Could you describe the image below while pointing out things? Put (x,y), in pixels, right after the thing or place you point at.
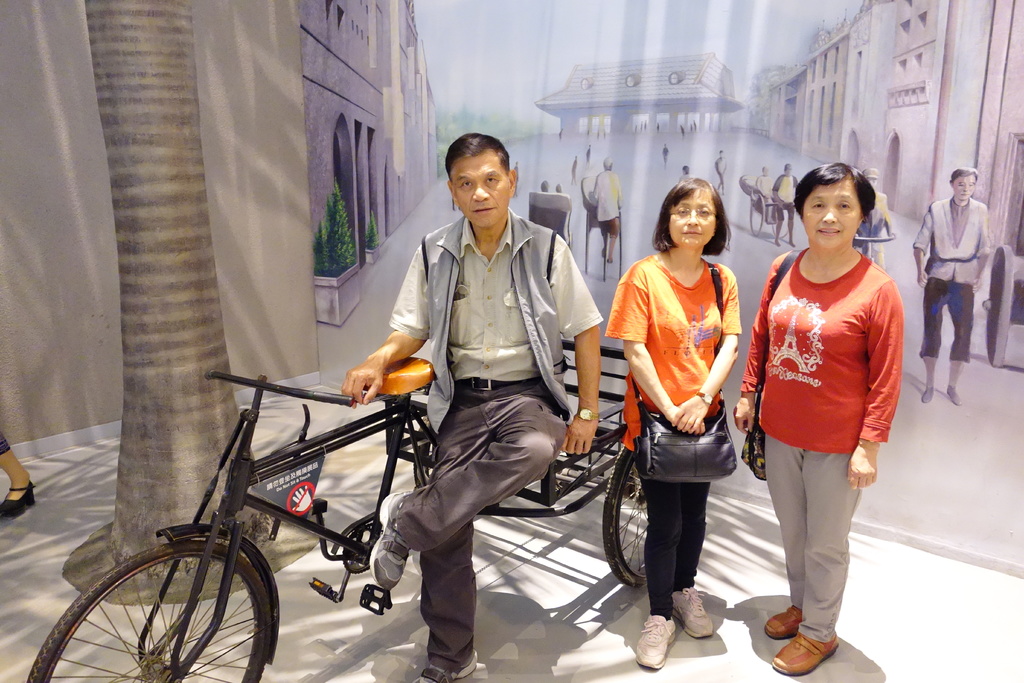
In the center of the image (429,300) a man (440,318) is sitting on a vehicle (423,438). On the right side of the image (720,350) two ladies (716,369) are standing and wearing bag (762,452). On the left side of the image (157,306) a tree (156,416) and a person leg (17,478), wall (235,242) are there. At the bottom of the image (679,646) floor (697,642) is there. In the background of the image (717,122) a poster (672,71) to wall (346,107) is there.
